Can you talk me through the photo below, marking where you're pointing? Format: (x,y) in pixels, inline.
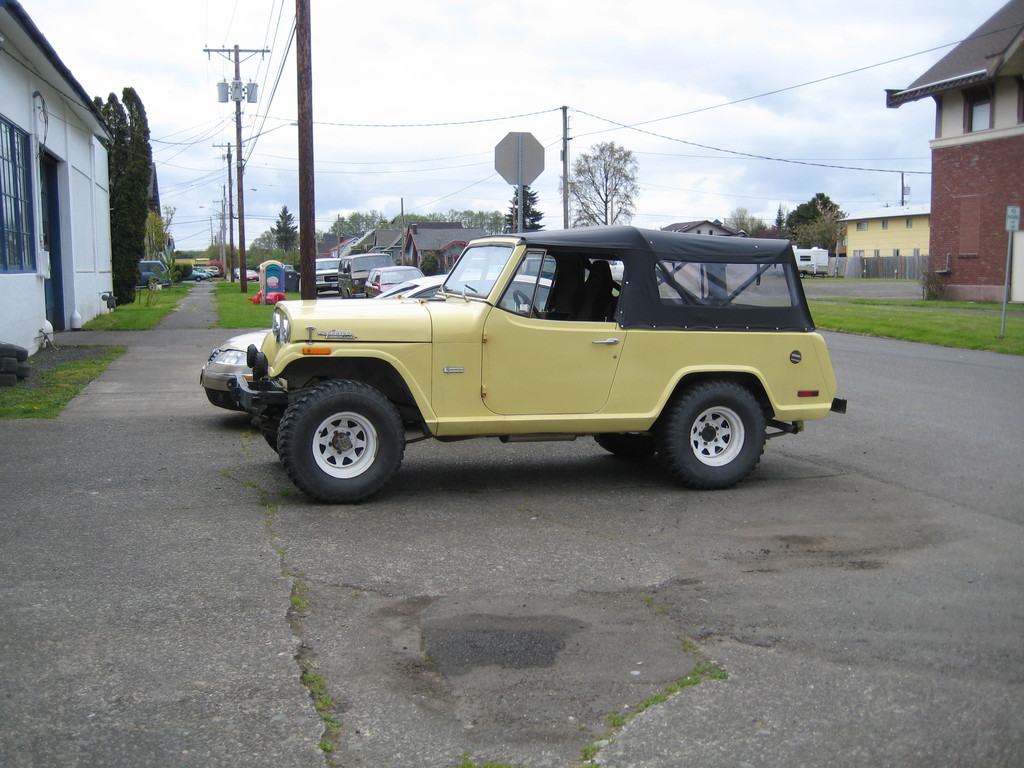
In this image I can see a car (480,333) which is cream and black in color on the ground (536,523). In the background (334,281) I can see few other vehicles (389,270) on the ground (495,523), some grass (264,309), few buildings (21,301), few trees (270,250), few poles (239,200), few wires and the sky (487,95).
